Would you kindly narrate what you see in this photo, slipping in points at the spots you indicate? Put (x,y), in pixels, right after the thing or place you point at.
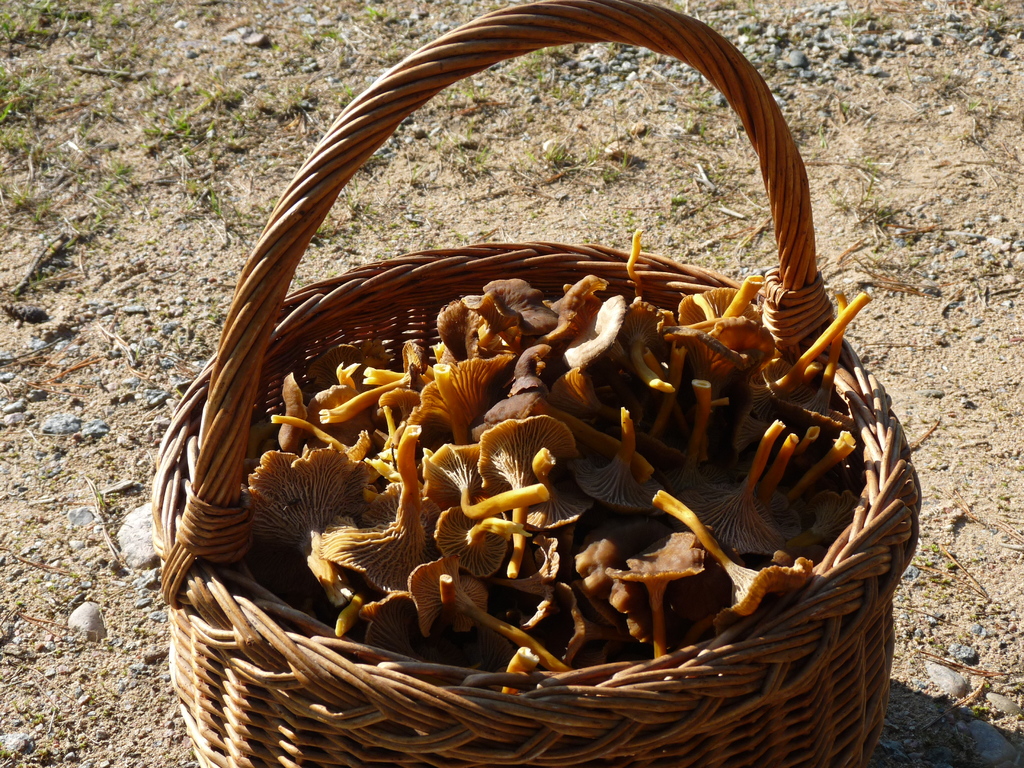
In this picture those are looking like mushrooms (451,432) in the basket (336,280) and I can see grass (116,44) on the ground (722,96).
